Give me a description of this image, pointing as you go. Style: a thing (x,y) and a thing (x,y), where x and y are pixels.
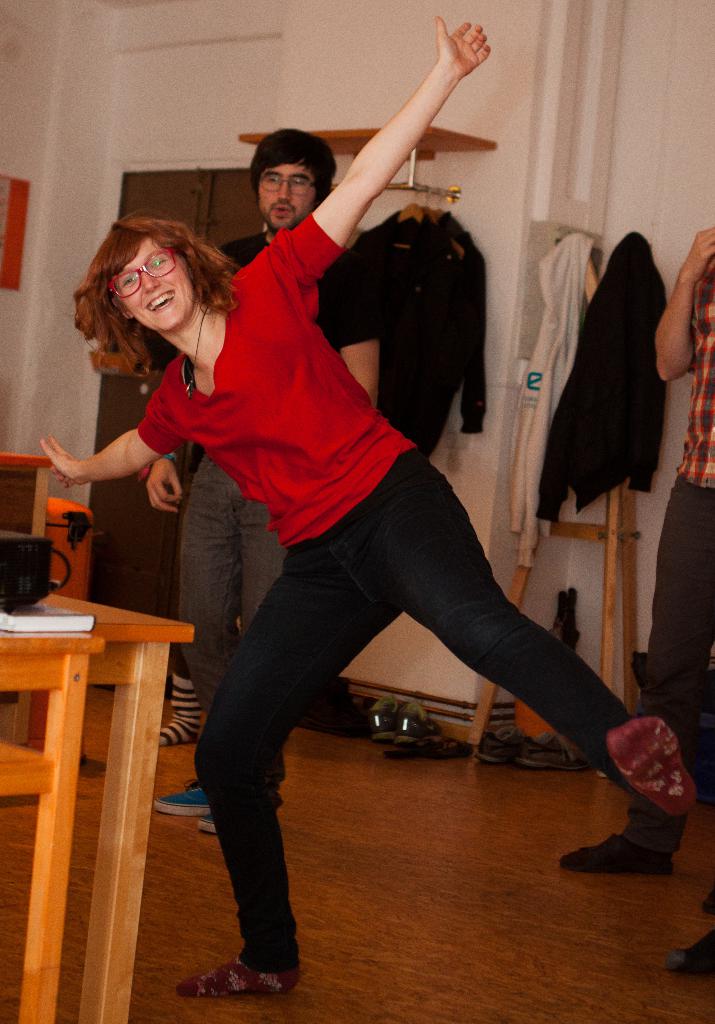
This picture is clicked inside the room (223,426). The girl (283,399) in red shirt (289,504) and black pant (374,580) is standing. She is wearing spectacles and she is smiling. I think she is dancing. Behind her, the man (342,289) in black T-shirt (341,330) is standing. Behind him, we see shirts (645,353) are hanged to the hangers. Behind that, we see a white wall (289,101). On the left side (134,663), we see a table (95,628) on which projector (48,548) is placed. Behind that, we see a wall (32,339) on which photo frame (1,201) is placed. The man (693,430) in red check shirt (697,420) is standing.
